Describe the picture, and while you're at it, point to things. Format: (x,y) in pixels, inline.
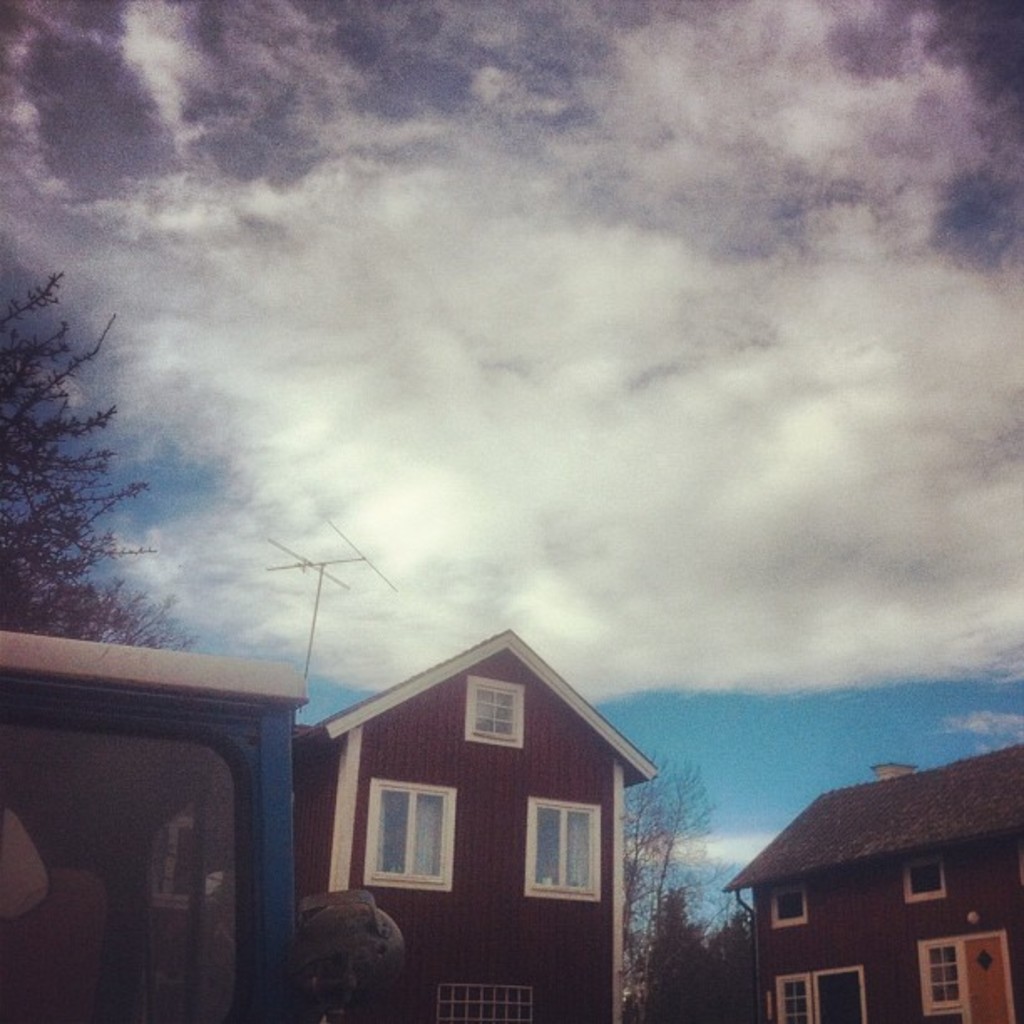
At the bottom of the image (535,840) there are sheds (902,912). In the background (678,942) there are trees (732,989) and sky (610,316).
